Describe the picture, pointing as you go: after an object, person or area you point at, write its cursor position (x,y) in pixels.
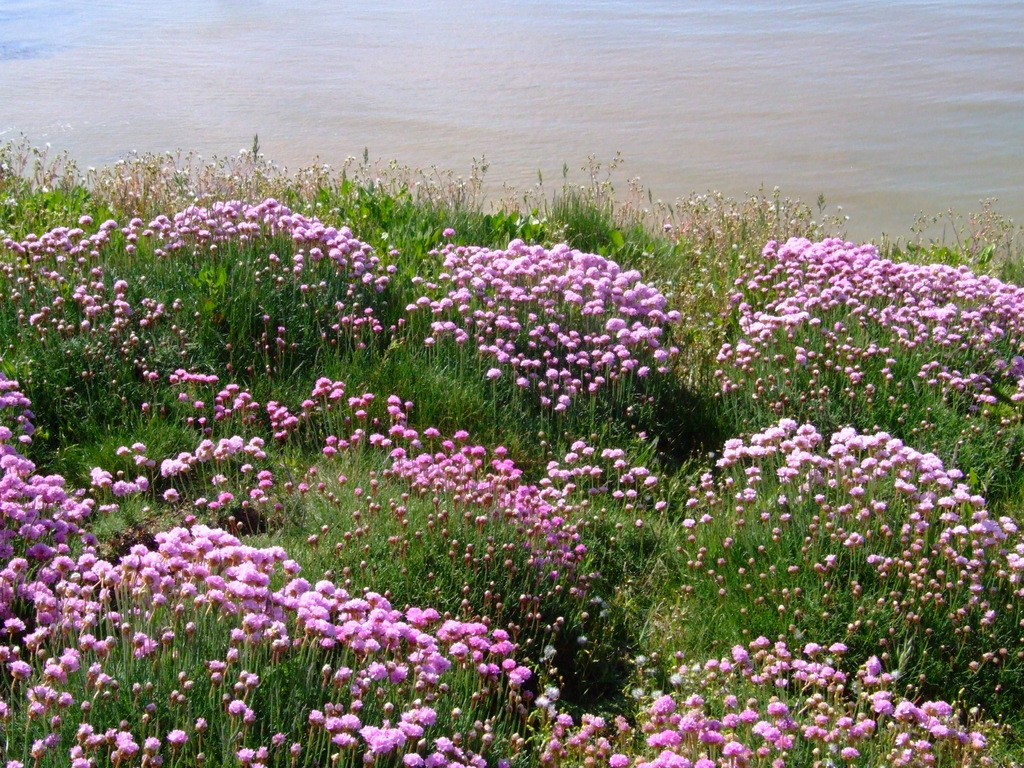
In this image we can see many flowers (539,531) to the plants (492,410). We can see the water (641,101) at the top of the image (595,104).
